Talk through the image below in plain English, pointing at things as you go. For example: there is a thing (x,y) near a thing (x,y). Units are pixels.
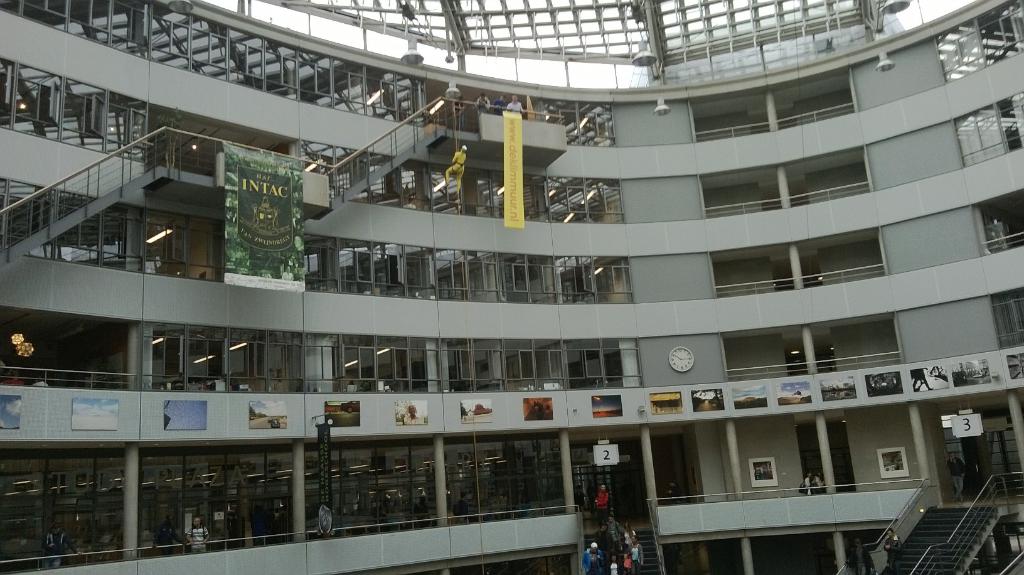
In this image I can see a building (505,415), staircases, boards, posters (280,254), metal rods (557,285), rooftop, wall clock (686,353), doors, lights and a crowd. This image is taken may be in a building (226,409).
